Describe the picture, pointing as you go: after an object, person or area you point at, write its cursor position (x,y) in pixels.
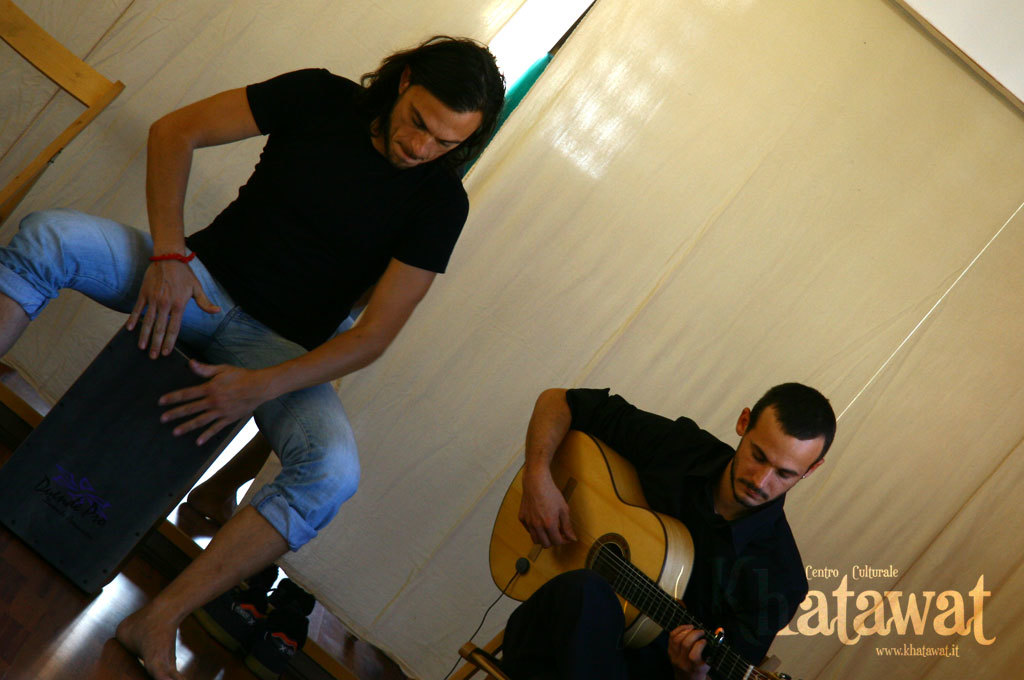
In this picture there are two men (171,651) sitting one of them is holding the guitar (762,670) with his left hand (690,639) playing the guitar (586,503) with his right hand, this person (341,445) is sitting there is a box (217,444) and he is tapping the box (161,358), in the background (660,239) there is a curtain (844,218).
